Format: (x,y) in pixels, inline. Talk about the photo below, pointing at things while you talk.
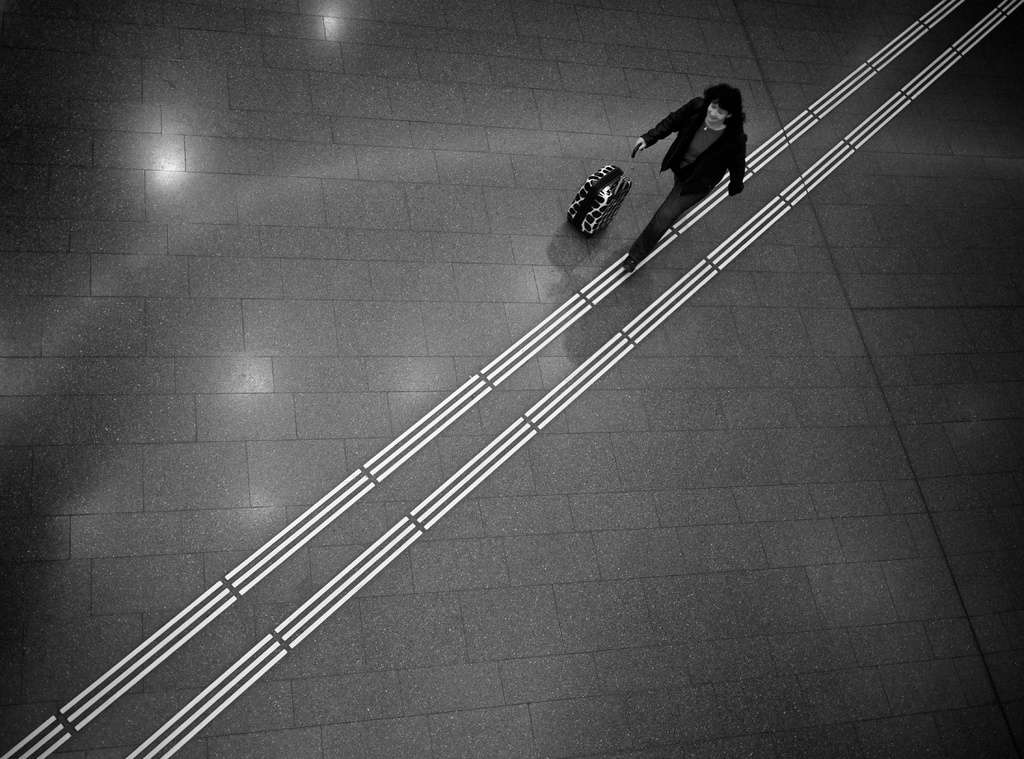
In this image we can see a black and white picture of a woman (686,142) holding a trolley bag (621,190) and walking on the floor (583,354).
